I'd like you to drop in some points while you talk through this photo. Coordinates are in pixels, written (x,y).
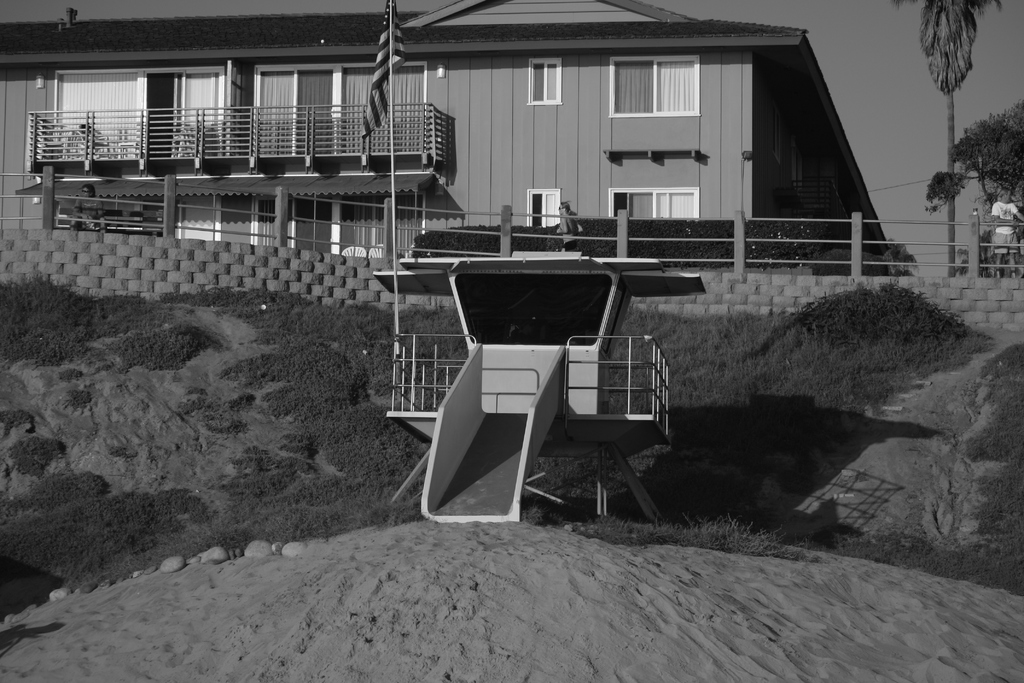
In the image we can see black and white picture of the building (499,121) and the windows (396,132) of the building (431,98). Here we can see the flag (382,80), stones (260,552), grass (706,505), trees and the sky (929,173).
